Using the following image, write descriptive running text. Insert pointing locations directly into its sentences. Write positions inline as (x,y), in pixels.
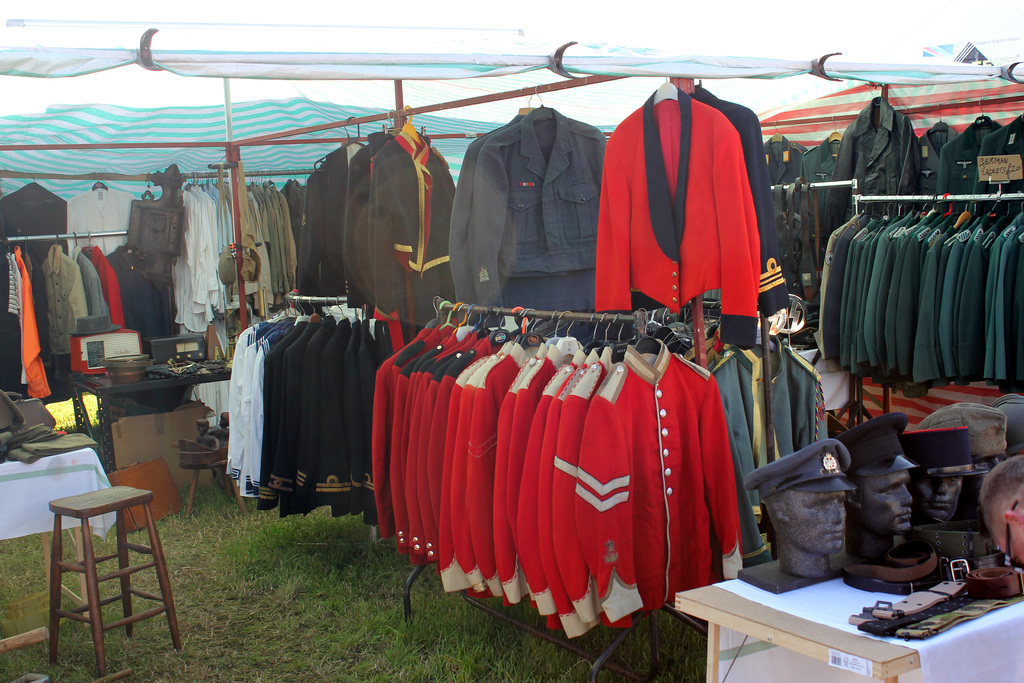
This picture contains many jackets (315,496) which are in red, black, white, grey and blue in color. On the left bottom of the picture (138,502), we see stool (117,576). Beside it, we see a table (65,483) on which jackets (20,458) are placed. On the right bottom of the picture (697,598), we see a table (809,617) on which statue of man (875,499) with cap (883,458) is placed on it. Above the picture, we see a green color tent (256,135).
